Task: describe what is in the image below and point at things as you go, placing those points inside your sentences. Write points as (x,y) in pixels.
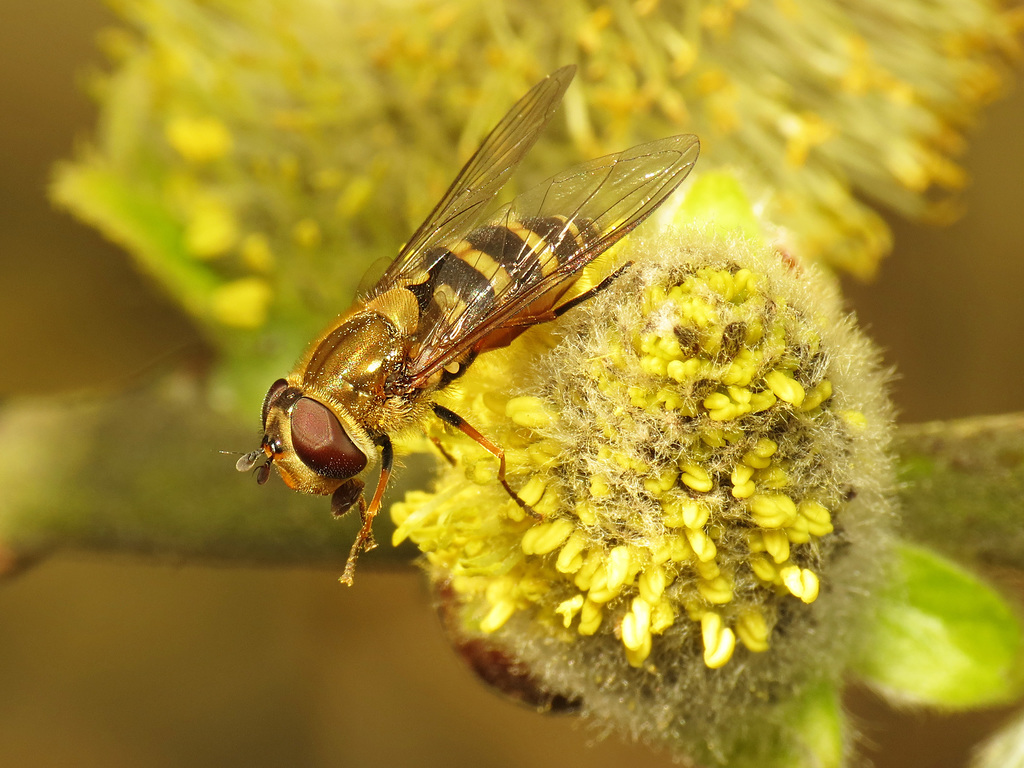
In this image there is a hoverfly (425,369) is on yellow color flower (532,360) as we can see in middle of this image (546,429).
